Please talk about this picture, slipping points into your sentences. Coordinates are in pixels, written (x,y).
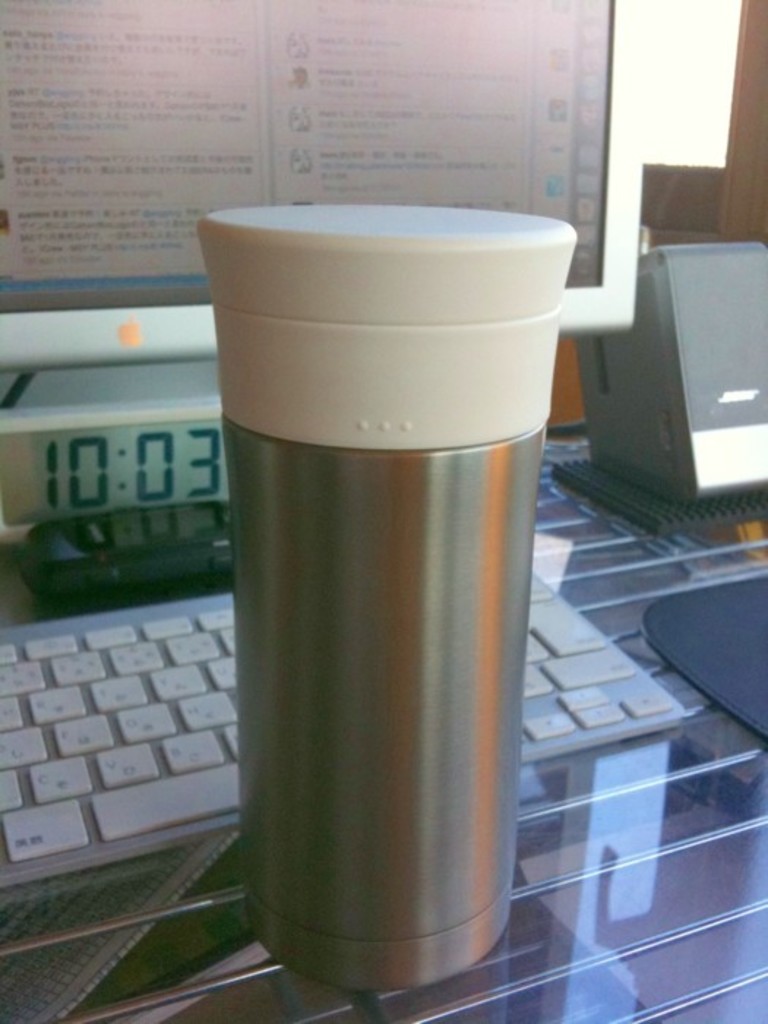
In this image we can see a container (491,603). In the background of the image (64,438) there is a keyboard (63,752), monitor (244,99) and other objects (726,634). At the bottom of the image (749,960) there is a glass surface (487,966).
